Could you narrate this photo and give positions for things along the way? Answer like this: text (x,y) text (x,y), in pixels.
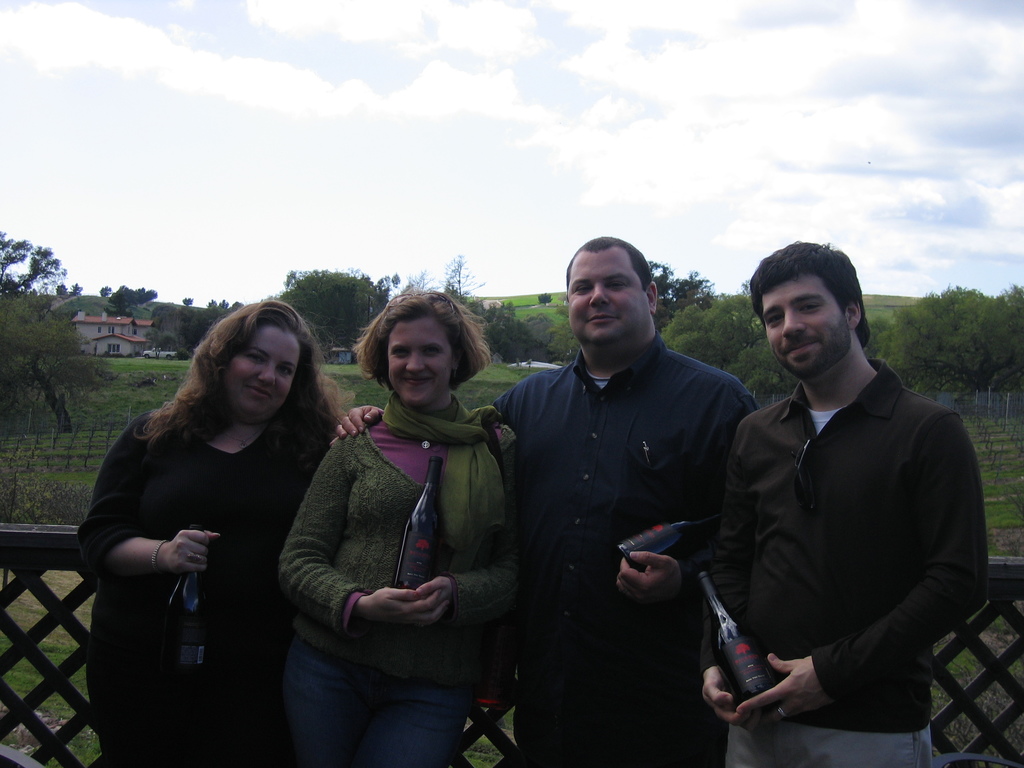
In this image we can see two women (139,634) and two men (537,416) are holding bottles (664,531) in their hands (644,583) and standing near the fence (1002,582). In the background (71,441), we can see the grasslands (87,444), trees (349,345), houses (141,339) and the sky (649,91) with clouds (366,106).
